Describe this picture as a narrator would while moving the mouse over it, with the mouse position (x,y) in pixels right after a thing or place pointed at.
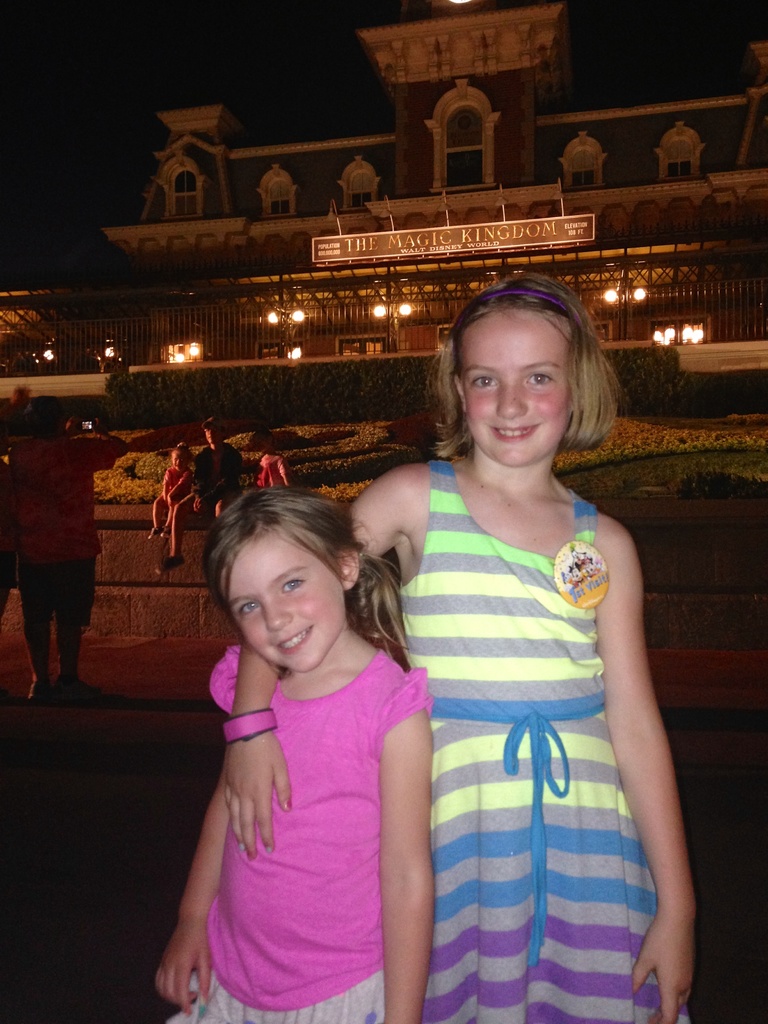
In this image we can see two girls (444,723), behind them there are a few people (235,493) sitting on the surface (183,520), one guy (82,510) is taking a picture, there is a building (322,278), some plants (644,350), we can also see barricades (319,310), and some lights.
